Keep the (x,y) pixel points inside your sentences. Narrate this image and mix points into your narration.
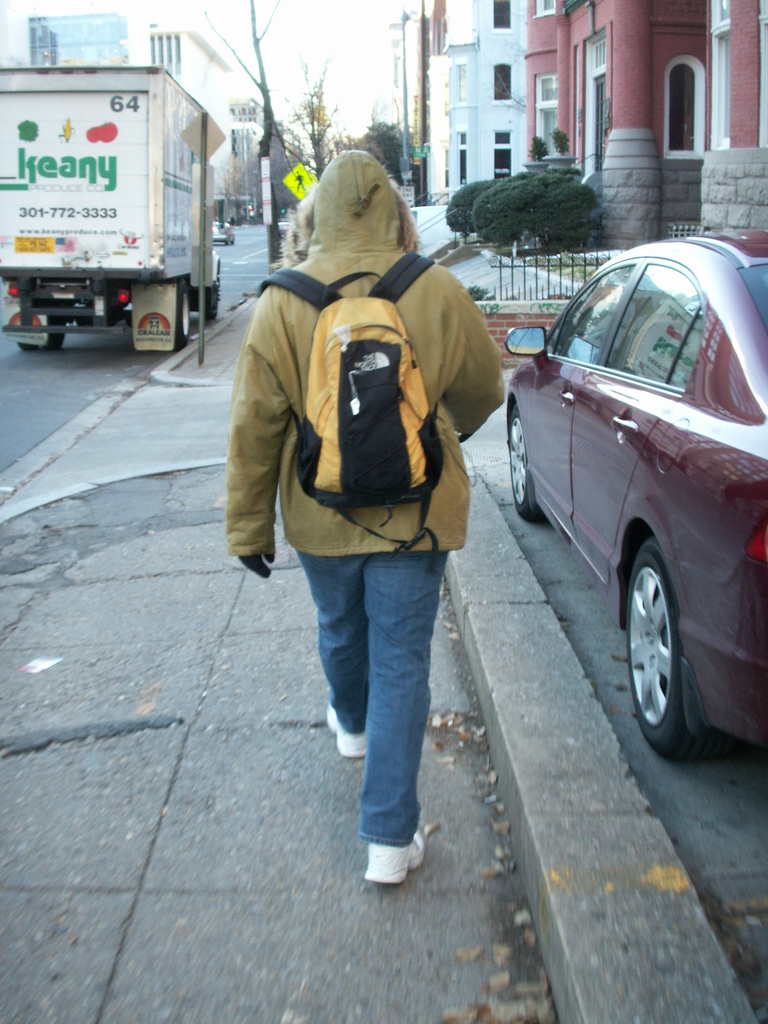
In the center (463,500) we can see one person (402,621) walking on the road (256,607) and wearing backpack (350,488). On the right (657,450) there is car (672,430). In the background (601,85) we can see vehicle (164,264), sign board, building (590,113), trees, sky (360,28) and plants (578,245).
